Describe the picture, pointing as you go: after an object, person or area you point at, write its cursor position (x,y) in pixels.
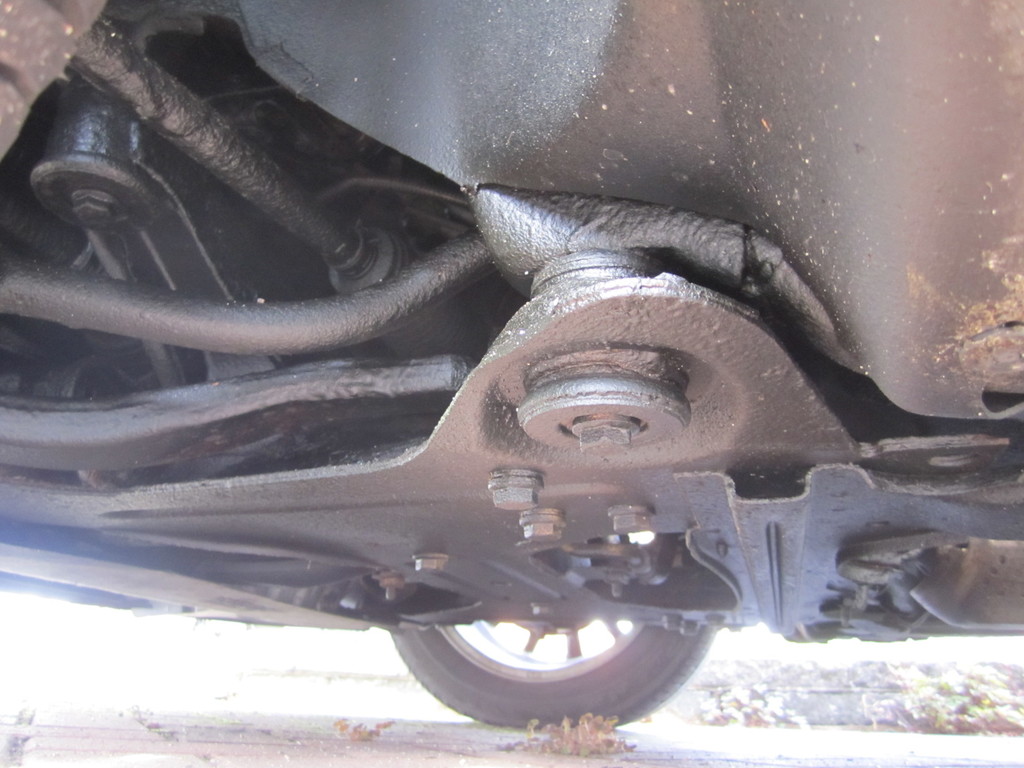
In the foreground of the picture (470,282) we can see parts (633,554) of a vehicle (545,466), there are screws (385,575), nuts (423,565), piston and wheel (631,663).
